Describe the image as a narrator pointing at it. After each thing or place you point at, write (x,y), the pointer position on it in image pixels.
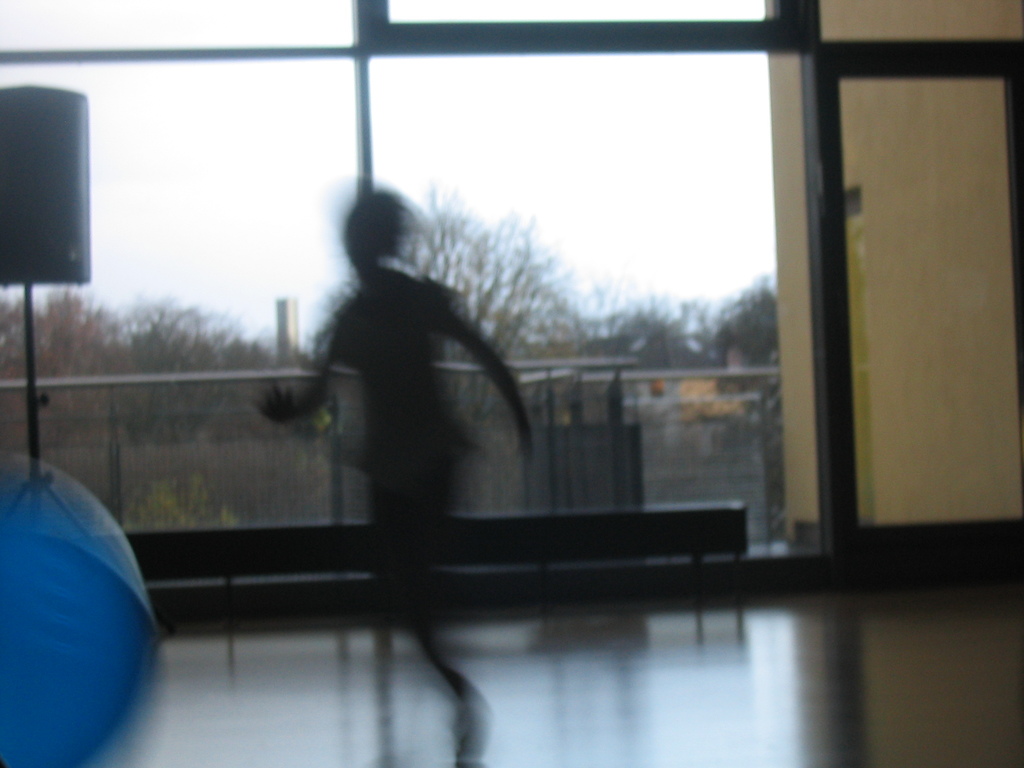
In this picture there is a person (405,380) who is running on the floor (548,673). In the background (847,234) I can see the trees (178,359), plants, buildings (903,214) and other objects (608,430). At the top (412,159) I can see the sky (249,20) and clouds (231,77). On the left (34,397) there is a lamp (46,403) which is placed near to the table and fencing (111,429).
